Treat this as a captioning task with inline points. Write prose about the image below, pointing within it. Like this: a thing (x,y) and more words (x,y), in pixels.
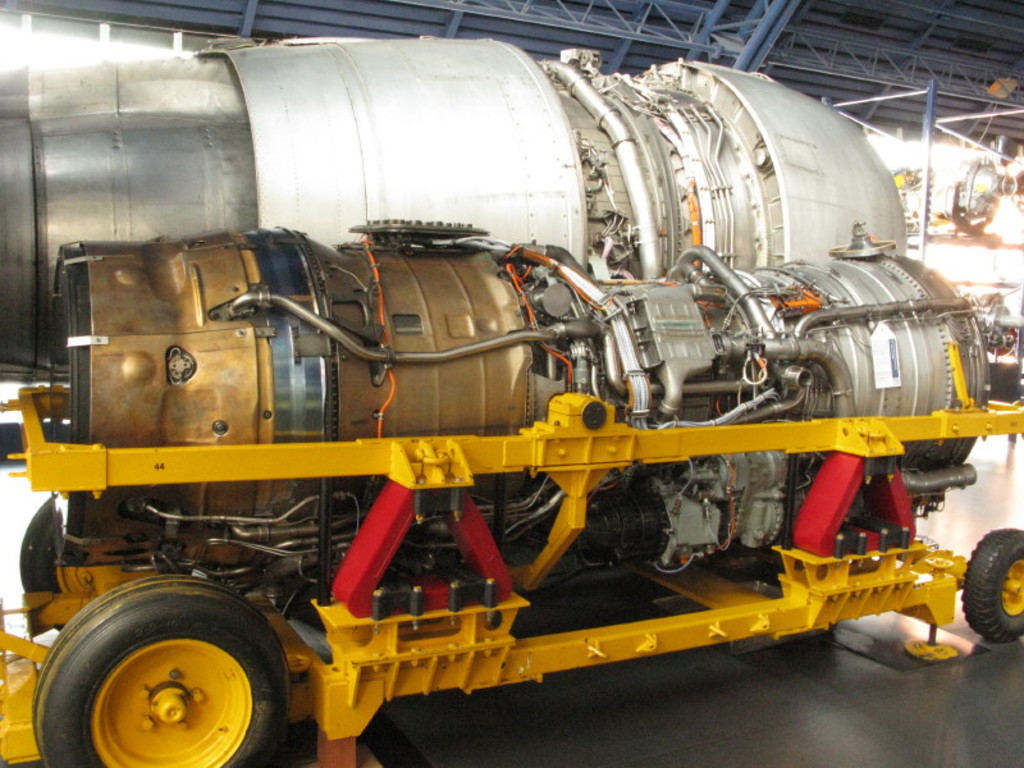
This image consists of some equipment (561,299) like motors (542,346). There is some vehicle (465,687) at the bottom (276,695). It has wheels (168,704).
